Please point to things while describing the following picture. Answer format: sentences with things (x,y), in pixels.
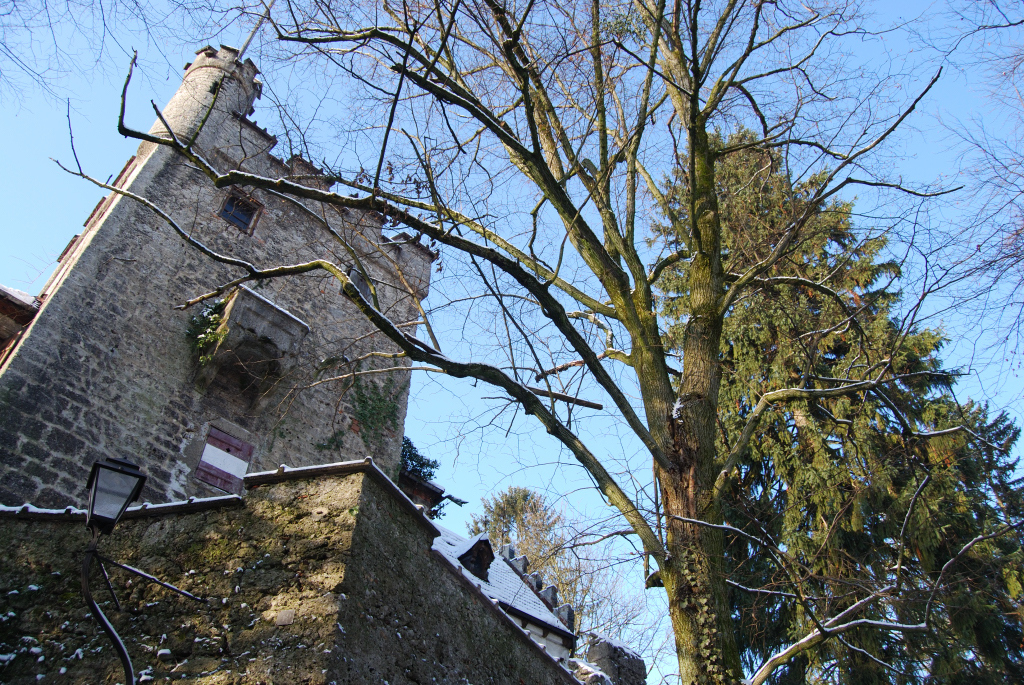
In the image I can see a building (343,530) and lights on the wall (319,567). In the background (726,461) trees (694,390) and the sky (543,237).
